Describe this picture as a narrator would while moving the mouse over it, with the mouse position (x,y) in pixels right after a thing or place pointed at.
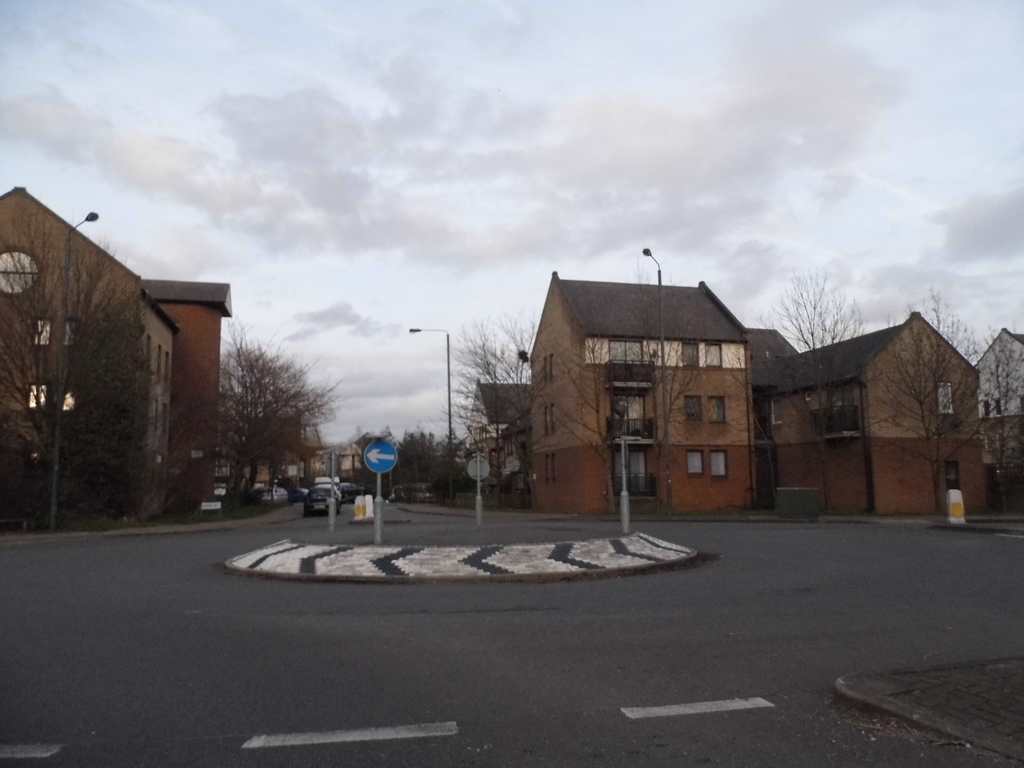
In the middle of the image (584,417) there are some pole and sign boards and there are some trees (233,430) and buildings (36,397). At the top of the image (260,244) there are some clouds (824,264) and sky (739,9). At the bottom of the image (12,574) there is road (329,692), on the road (479,632) there are some vehicles (281,491).
